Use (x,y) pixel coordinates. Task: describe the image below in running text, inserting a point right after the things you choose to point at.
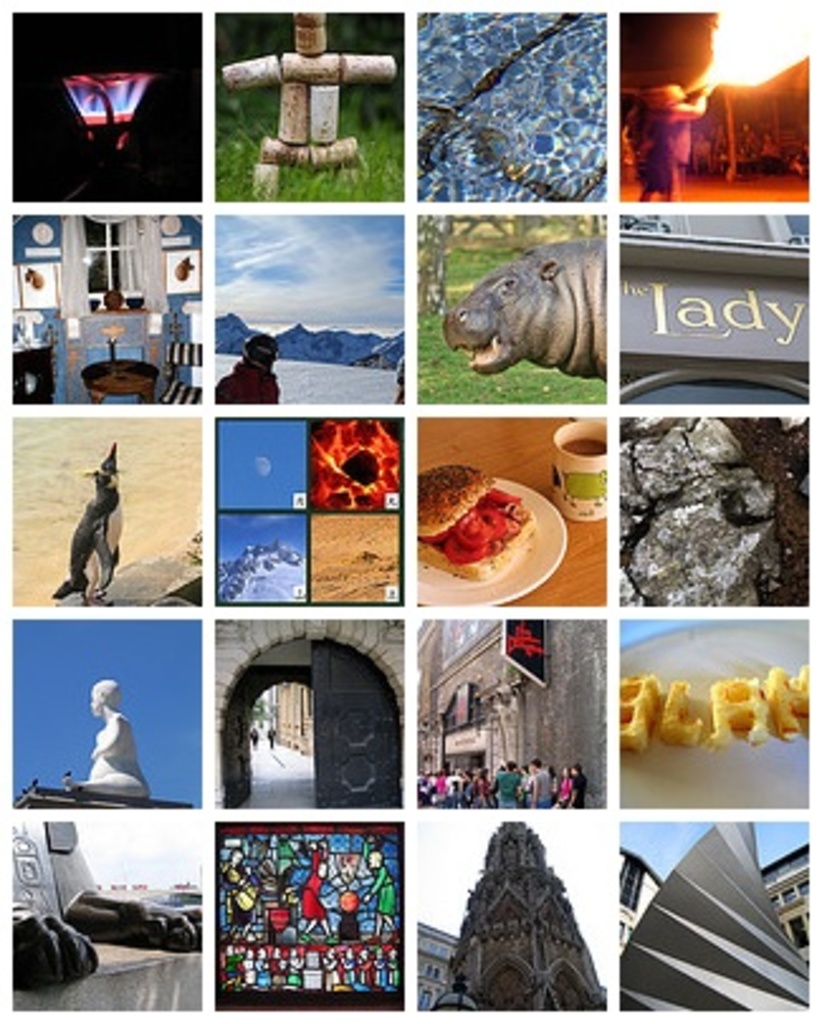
This is a collage image. In these pictures I can see animals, the grass (379,155), the fire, people (685,156), buildings (479,740), the sky (600,930), sculptures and some other objects (490,559).
